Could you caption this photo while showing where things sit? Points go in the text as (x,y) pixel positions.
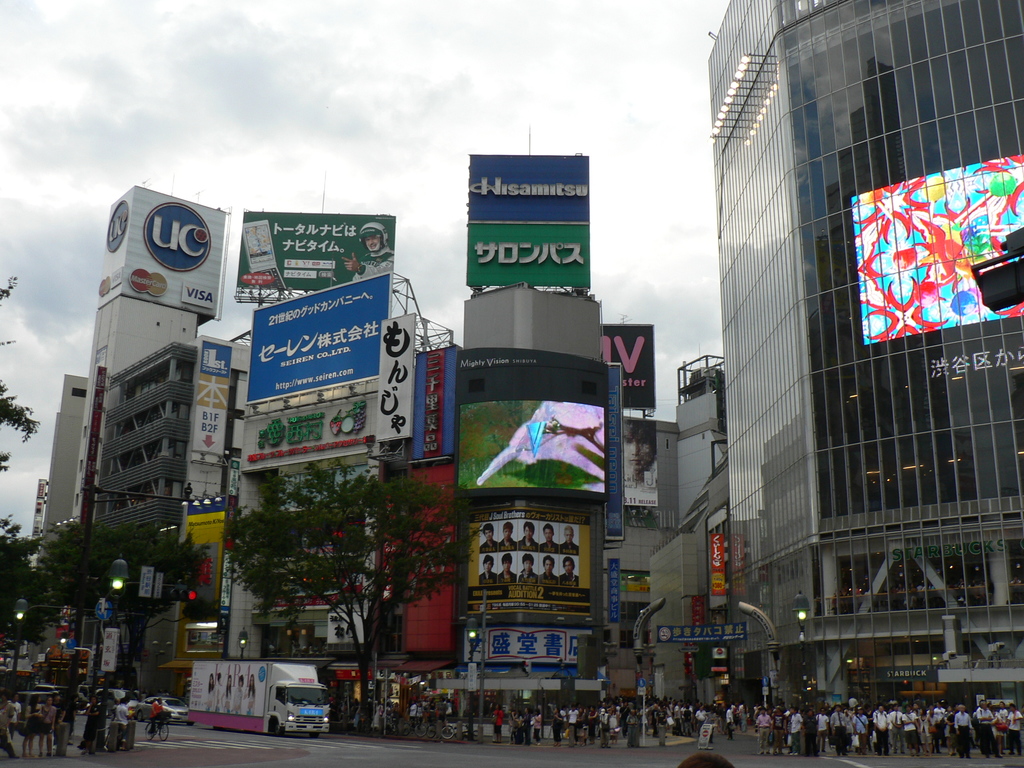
In this image, we can see building (768,210) contains screens (599,456) and boards (353,338). There is a crowd (876,729) at the bottom of the image (424,700). There is a vehicle (266,730) on the road (192,733). There are tree (73,583) in the bottom left of the image (68,567). In the background of the image (99,156), there is a sky (512,64).
